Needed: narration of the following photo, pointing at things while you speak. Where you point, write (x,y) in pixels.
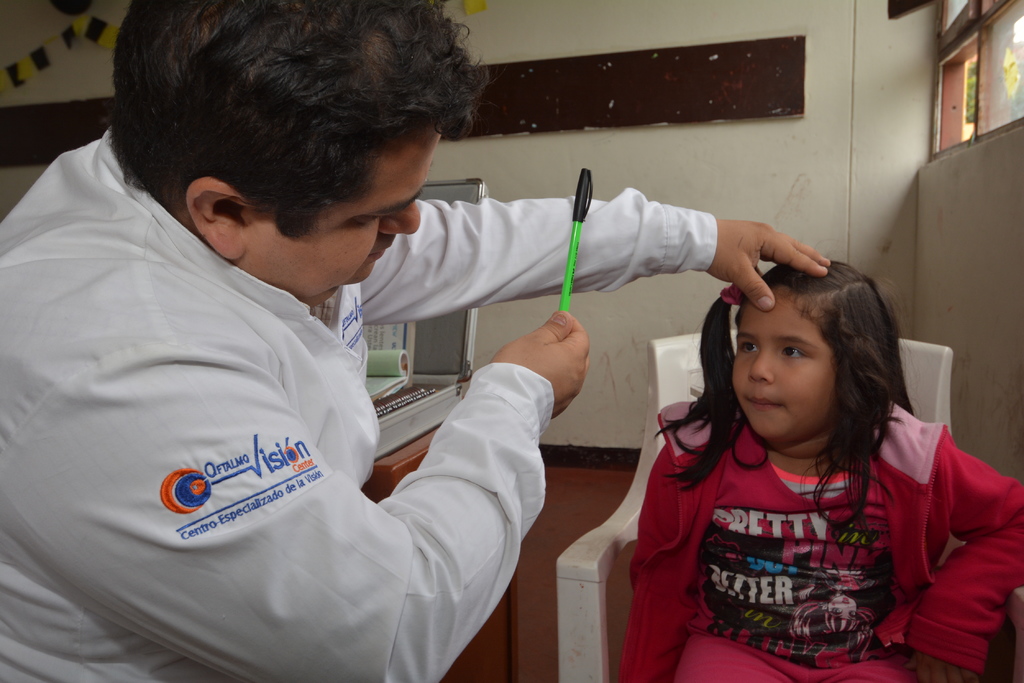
As we can see in the image there is wall (811,203), a girl (734,518) wearing pink color dress (763,533) and sitting on chair (594,587). There is a table (411,449). On table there are books (402,355). The man (326,204) standing on the left side (195,378) is wearing white color shirt (127,380) and holding green color pen (574,226).
